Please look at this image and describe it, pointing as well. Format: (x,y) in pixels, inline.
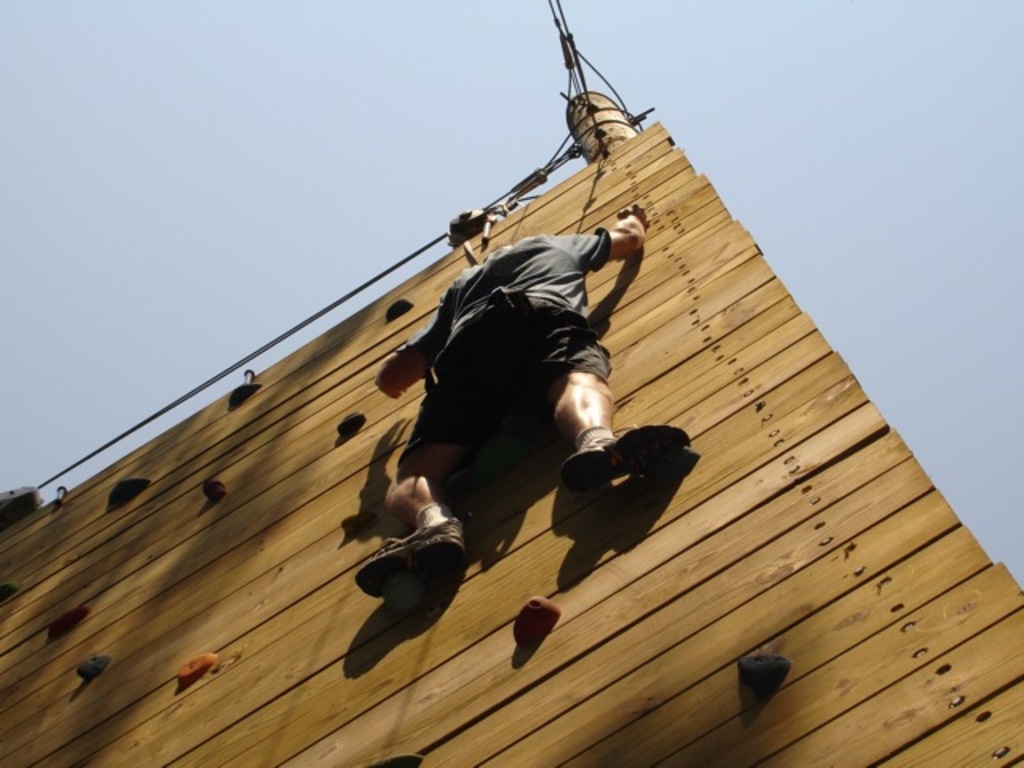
In this image I can see a man (491,361) climbing a wooden wall (581,538). In the background (323,180), I can see the sky (181,209).
